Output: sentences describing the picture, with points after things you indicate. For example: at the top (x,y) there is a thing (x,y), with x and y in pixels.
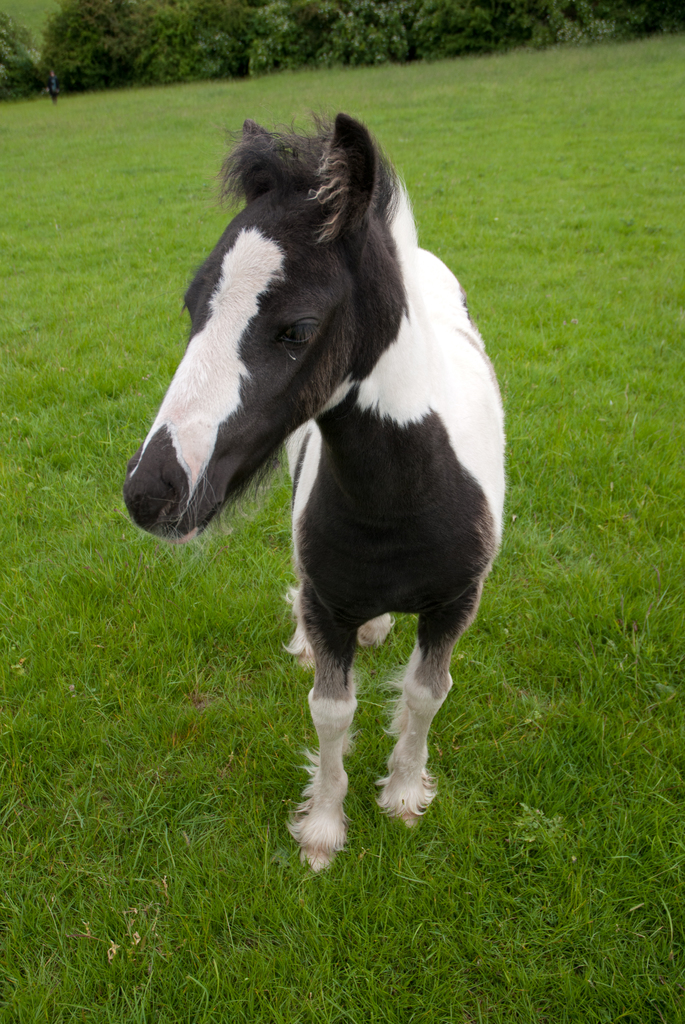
In the picture I can see a horse (404,701) is standing on the ground (371,691). The horse (322,591) is black and white in color. In the background (216,147) I can see the grass (199,122) and trees (213,51).
